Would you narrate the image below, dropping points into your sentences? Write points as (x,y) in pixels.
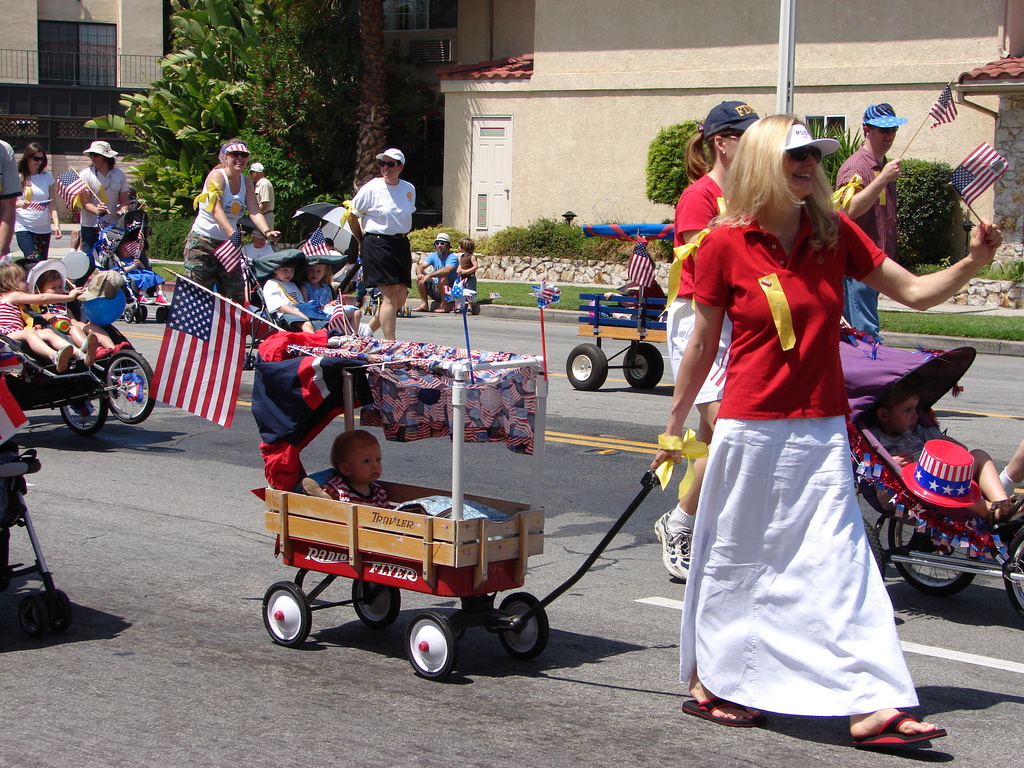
This picture is taken on the road (619,426). Towards the right (786,451), there is a woman (812,444) wearing a red t shirt (762,362) and white skirt (752,543). She is holding a flag (965,195) in one hand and small trolley (452,443) in another hand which is behind her. In the trolley (433,428) there is a kid (381,451). Some people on the road (616,405) are holding flags (194,325) and small trolleys (645,344) with kids (50,348). In the background (363,132), there are houses (468,114) and trees (309,147).
